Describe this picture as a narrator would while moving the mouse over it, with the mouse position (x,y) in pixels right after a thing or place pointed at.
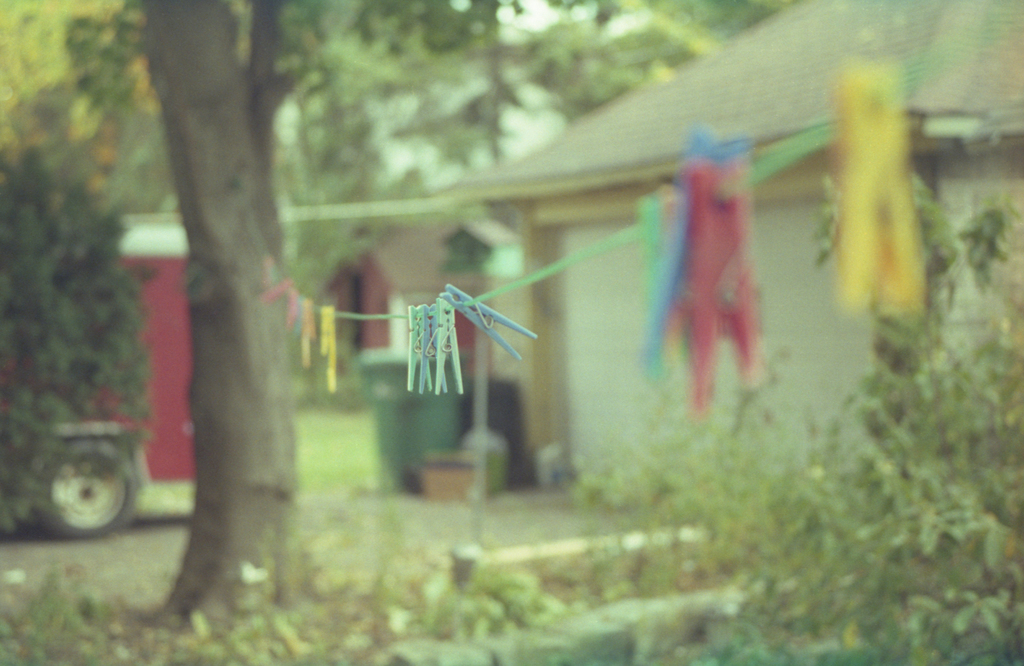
In this image I can see few trees (211,157) which are green and brown in color and I can see a rope (642,232) tied to the tree (230,209) and to it I can see few clips (721,220) which are green, blue, pink and yellow in color. In the background (314,291) I can see the vehicle (187,341), few buildings (801,210), few trees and the sky (617,27).
